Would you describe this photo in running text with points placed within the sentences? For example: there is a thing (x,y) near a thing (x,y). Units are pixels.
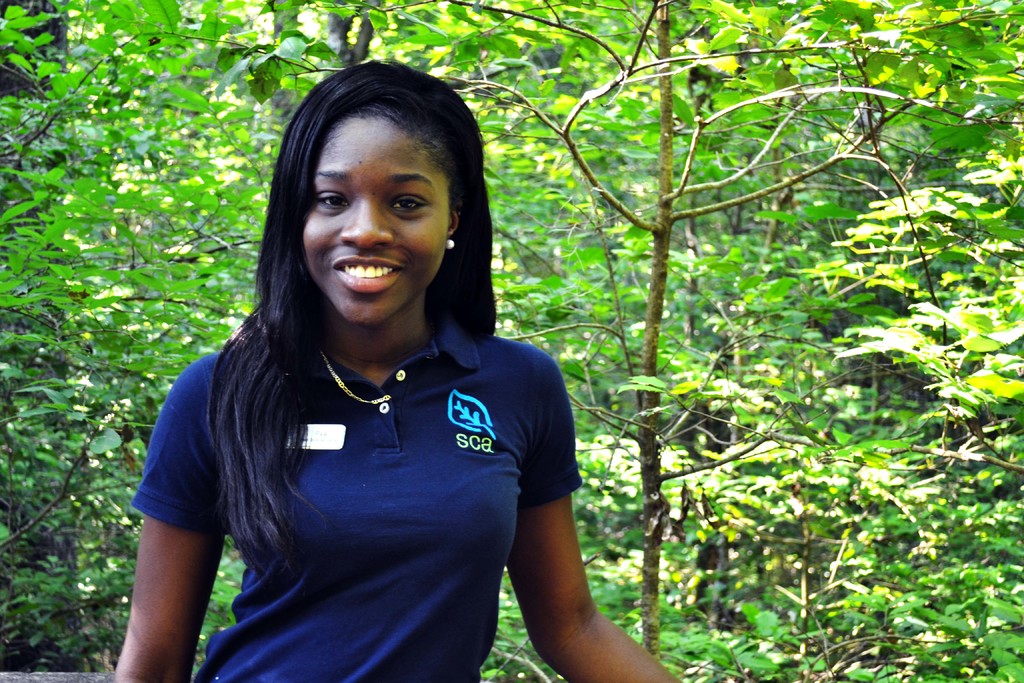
In this image we can see one woman (353,286). And we can see the surrounding trees (790,329).
